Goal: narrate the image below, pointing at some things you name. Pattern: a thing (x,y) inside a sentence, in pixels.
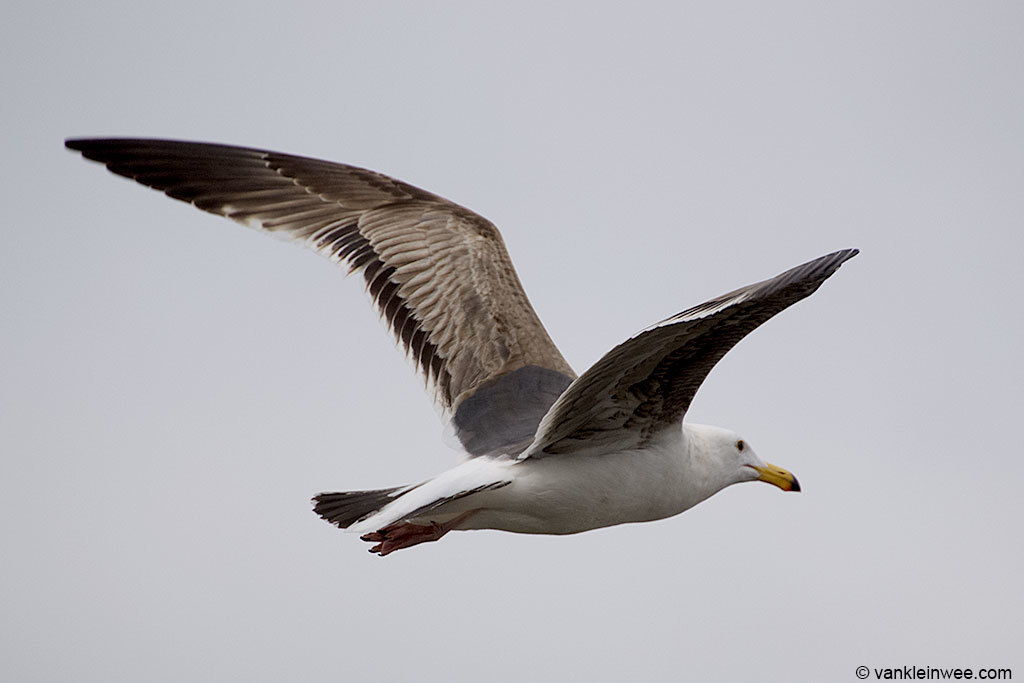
In this picture there is a bird (673,368) in the center of the image (681,361).
